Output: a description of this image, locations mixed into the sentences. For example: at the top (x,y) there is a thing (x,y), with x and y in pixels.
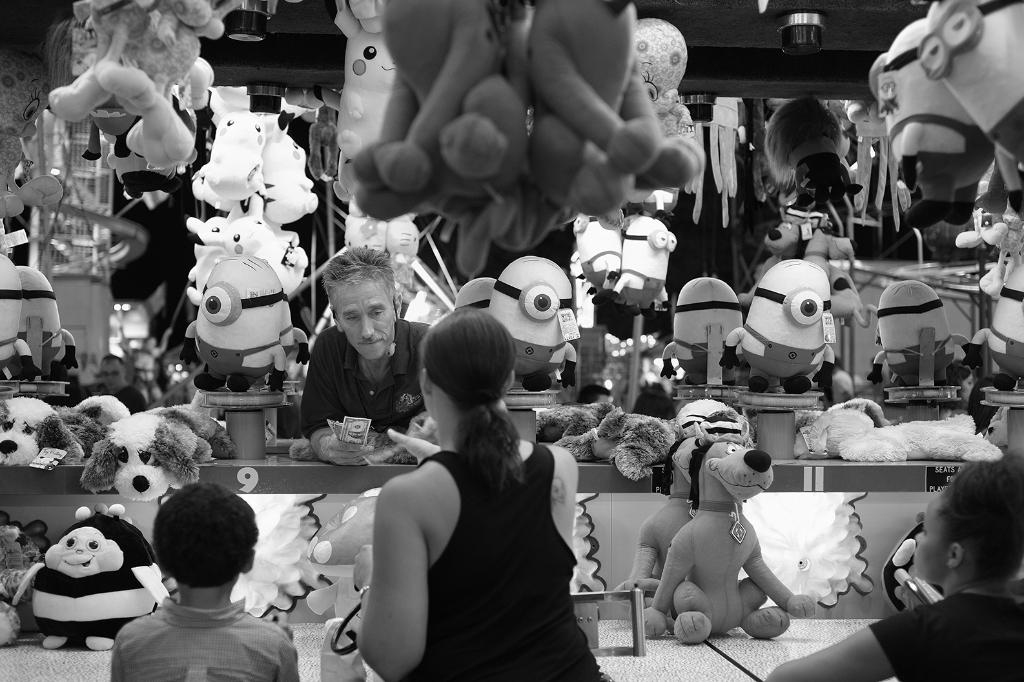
In this picture we can see persons (509,427) and a group of toys (648,532).
